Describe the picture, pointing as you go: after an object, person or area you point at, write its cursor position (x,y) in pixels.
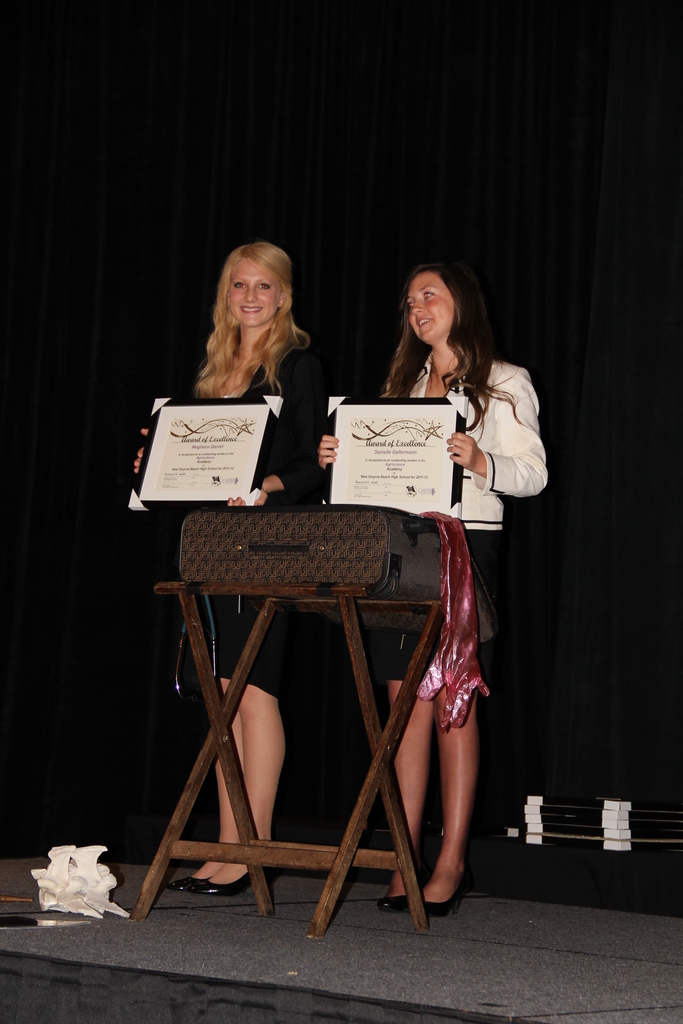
These two women (244,381) are standing, smiling and holding certificates (402,507). In-front of them there is a table (367,854), above this table (372,800) there is a box (379,565). Background (82,167) there is a black curtain (77,255). On this surface (353,892) there are things (631,842).
